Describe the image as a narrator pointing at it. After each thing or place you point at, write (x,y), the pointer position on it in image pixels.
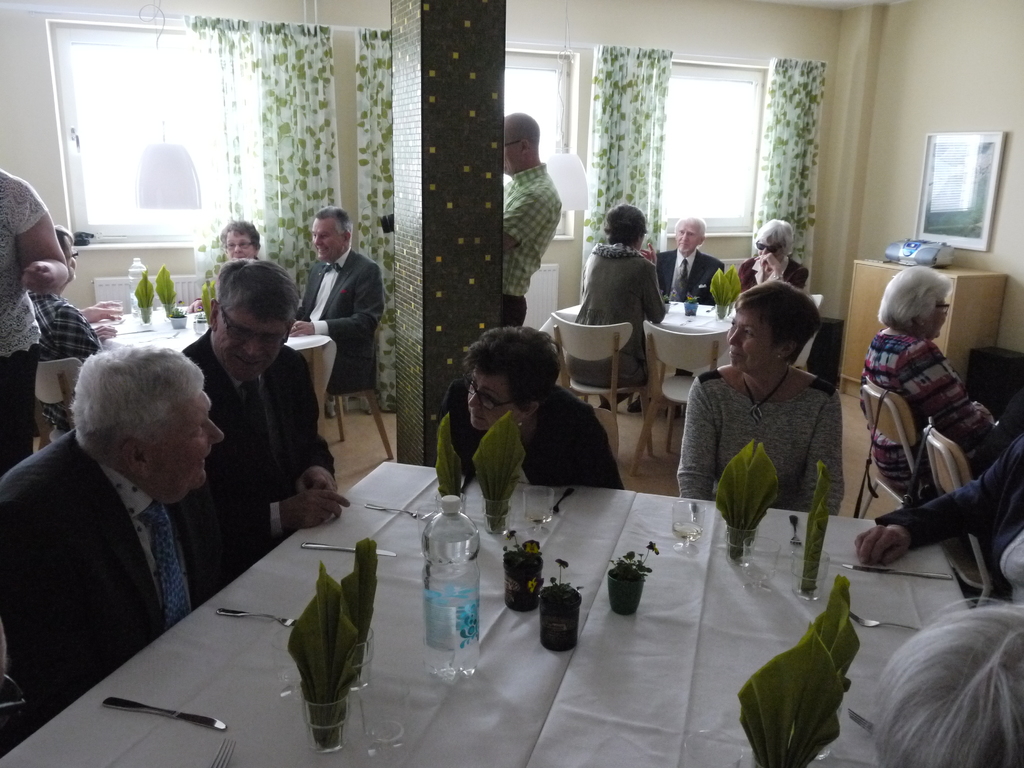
Here we can see some persons (141,531) are sitting on the chairs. These are the tables (426,705). On the table (540,661) there are bottles (467,570), glasses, and spoons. This is floor (356,414) and there is a pillar (479,188). Here we can see a person (553,206) standing on the floor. This is cupboard (963,321). There is a frame (956,153) on the wall (901,140). These are the windows (685,178) and there are curtains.
